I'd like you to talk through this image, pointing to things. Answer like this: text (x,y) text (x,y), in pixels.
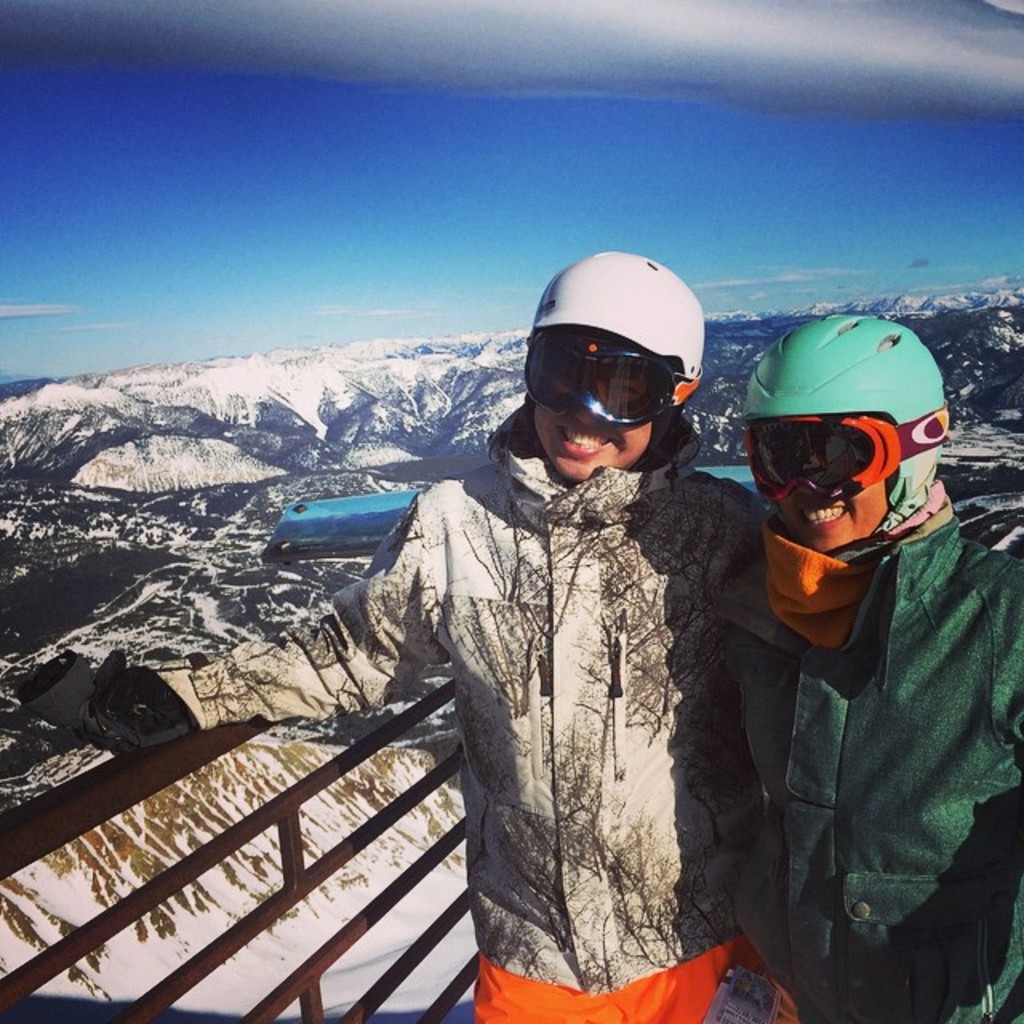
In this picture we can observe two women (629,827) standing near this brown color railing (141,775), wearing helmets (577,297) and goggles (817,433). In the background (294,469) there are hills (272,432) which were covered with snow (287,385). We can observe sky (404,189) here.
